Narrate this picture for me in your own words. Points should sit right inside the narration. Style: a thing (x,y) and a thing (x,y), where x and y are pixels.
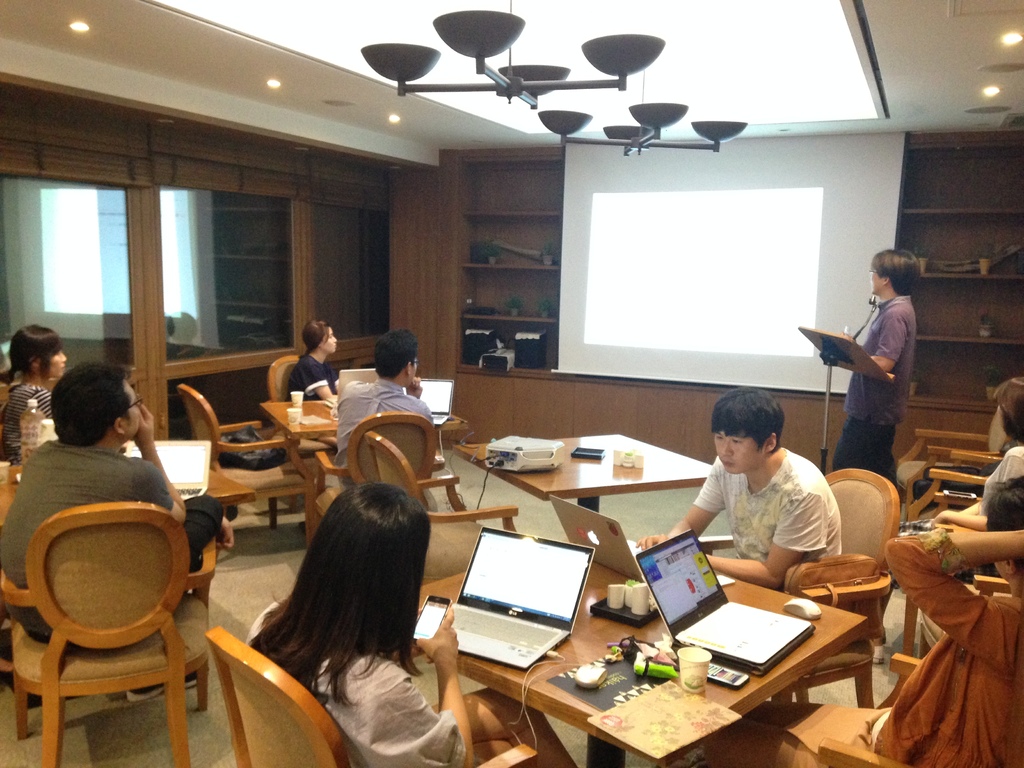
In this picture we can see a room (421,241) in which there are some people (322,565) sitting on the chairs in front of the tables (615,639) on which there are some things (543,657).
